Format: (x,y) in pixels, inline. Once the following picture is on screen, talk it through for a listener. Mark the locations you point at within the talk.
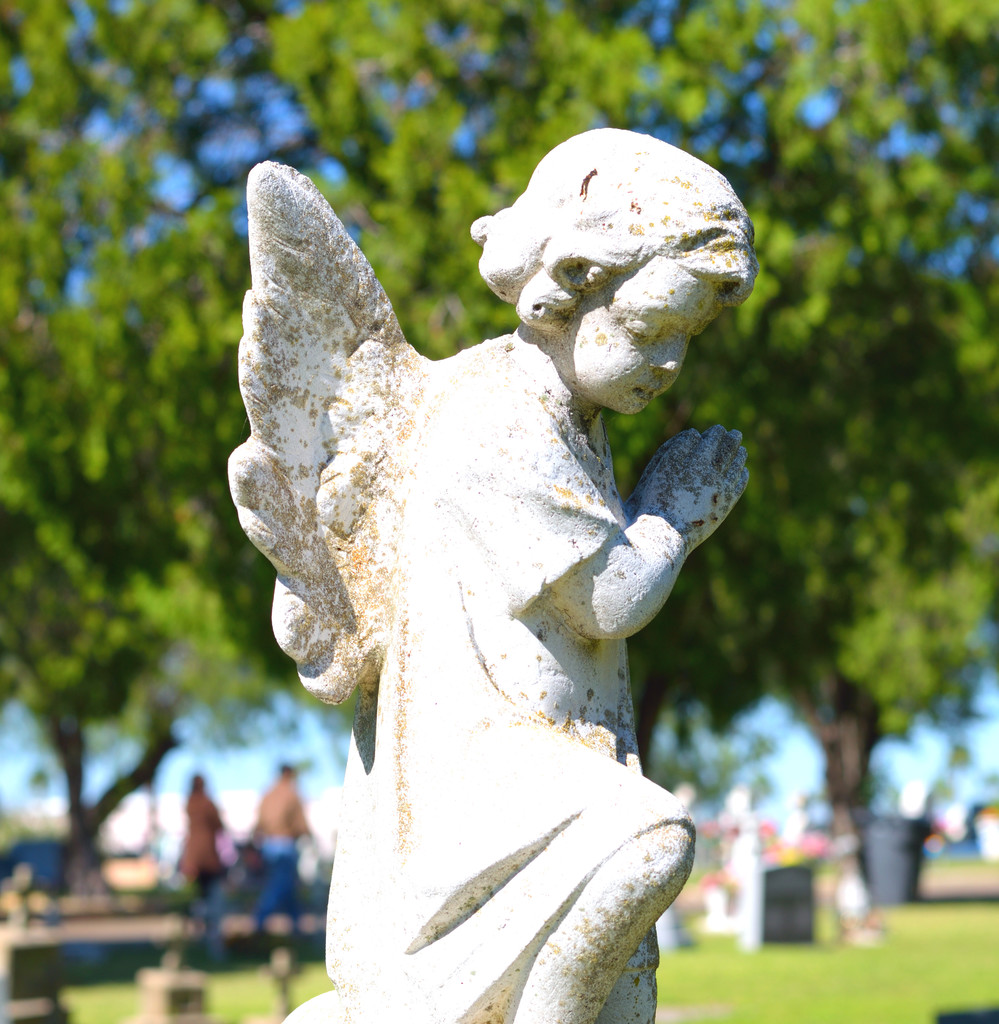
In the middle of the image (482,485) we can see a statue (538,635), in the background (150,411) we can find few trees (513,144), grass (817,970) and group of people (195,807).
